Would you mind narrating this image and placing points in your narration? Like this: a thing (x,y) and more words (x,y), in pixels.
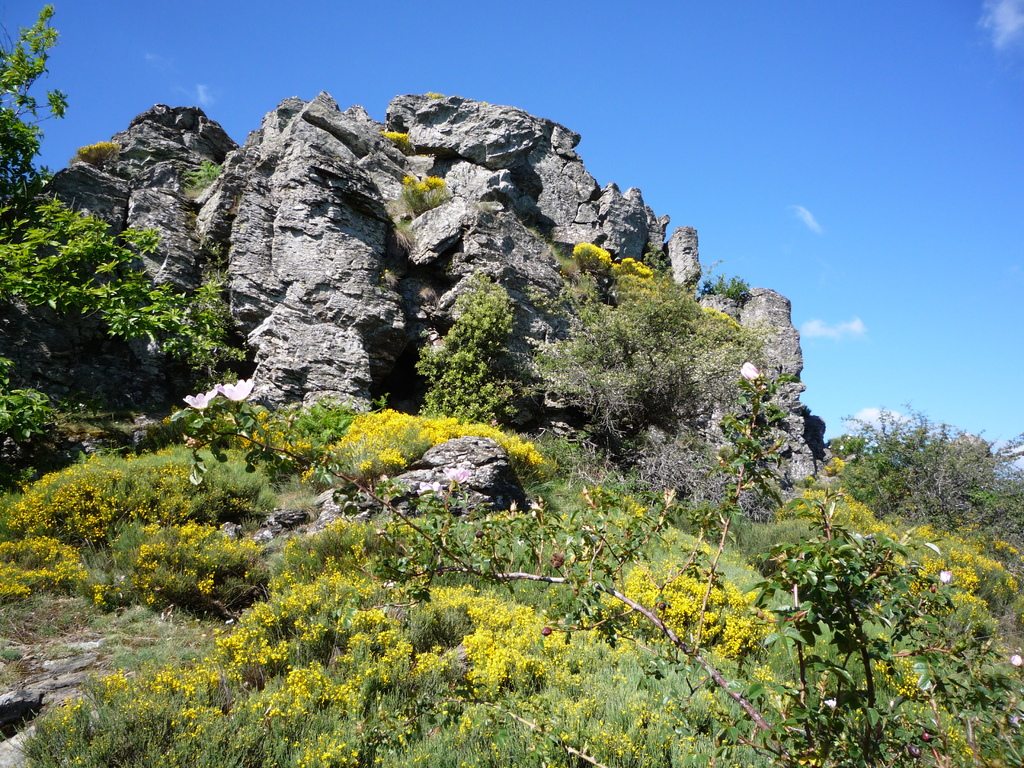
In this picture we can see plants (259,566), rocks (360,260), trees (83,257) and in the background (751,156) we can see the sky (793,186).
